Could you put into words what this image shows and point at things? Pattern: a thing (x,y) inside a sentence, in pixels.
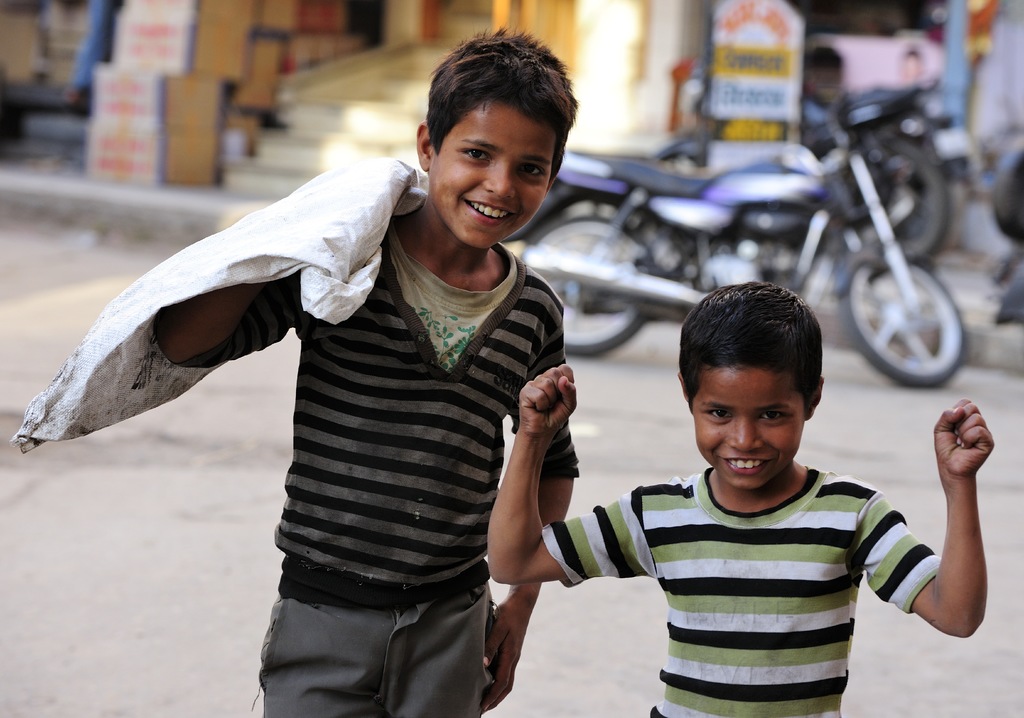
Background (256,164) portion of the picture is blur. We can see the stairs (353,62), boxes (132,27), a board (720,57) and motor bikes (761,185). We can see two boys (717,586) standing on the road (244,517) and smiling. On the left side (323,503) we can see a boy (445,191) carrying a white bag (198,255).
